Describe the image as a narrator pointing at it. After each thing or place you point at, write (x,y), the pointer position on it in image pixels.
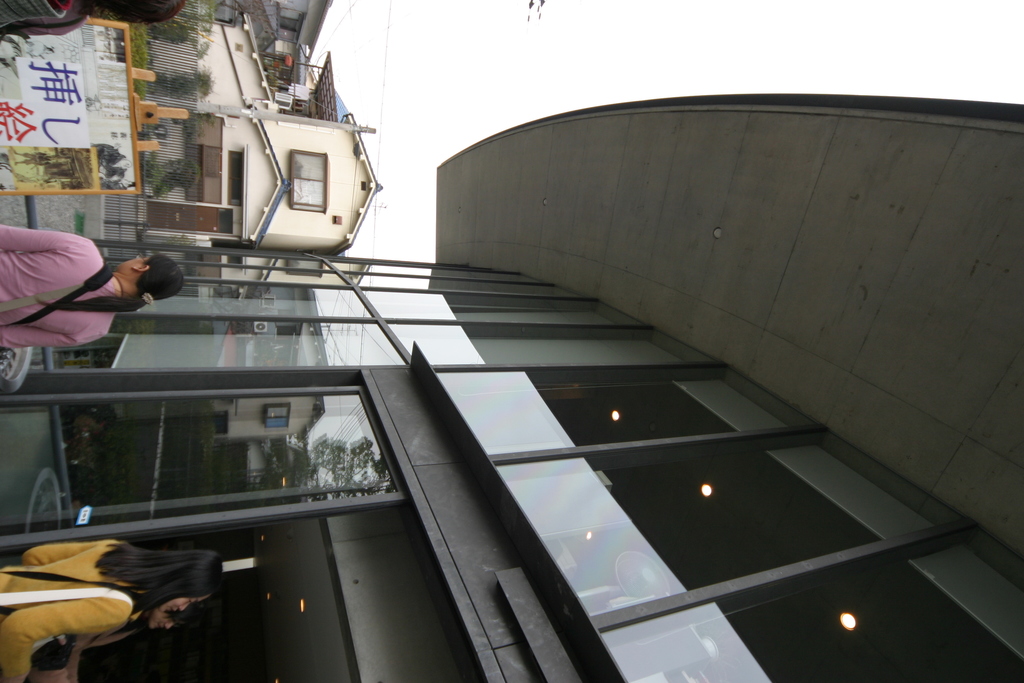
In this picture there are buildings (323,234) and trees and there are four people (16,16) in the foreground (170,622) and there is a board (104,141) and there is text (74,101) on the board (86,163) and there is a reflection (129,435) of building (205,230) and tree (275,458) on the mirror (345,417) and there are lights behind the mirror (603,585). At the top (434,118) there is sky (502,71) and there are wires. At the bottom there is a road (75,211).
